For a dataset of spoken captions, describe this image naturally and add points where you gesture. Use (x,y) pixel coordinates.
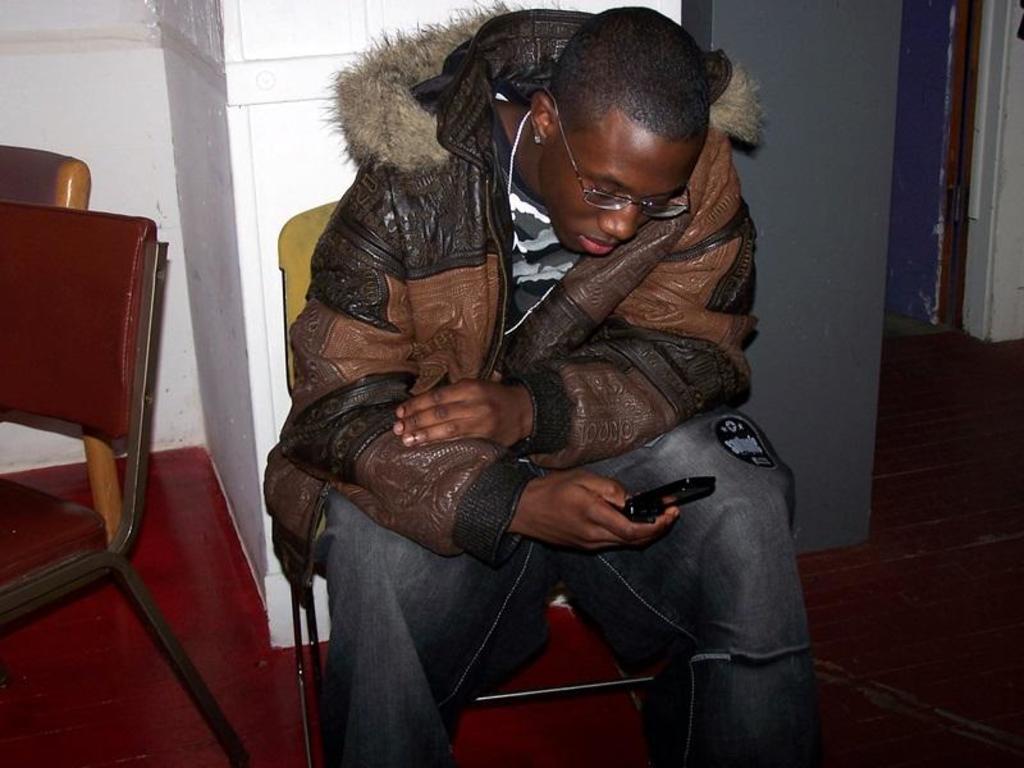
In this image we can see a person (494,429) sitting on the chair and holding a mobile phone (653,516) in one of his hands (548,505). In the background (241,187) we can see walls (197,124) and chairs (92,382).
